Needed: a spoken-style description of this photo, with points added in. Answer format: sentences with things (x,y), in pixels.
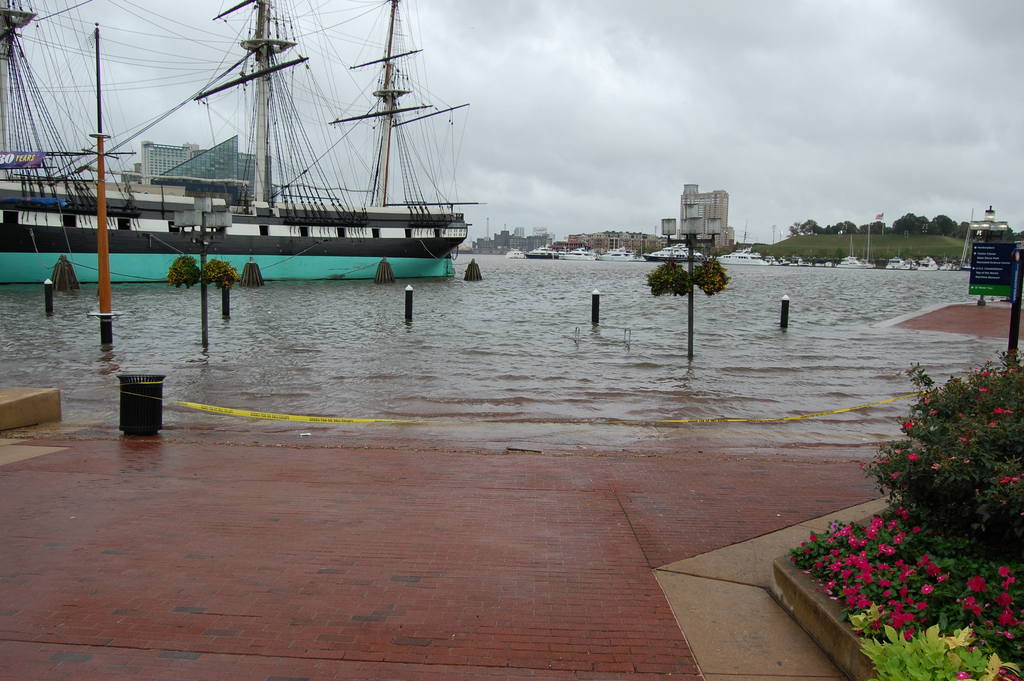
In the foreground of the picture (325,261) I can see a sail ship (89,186) in the water (907,285). In the background (640,255), I can see the boats (869,252) and ships (869,252) in the water (885,302). I can see the flowering plants (975,506) on the bottom right side (898,562). In the background (719,212), I can see the buildings (993,223) and trees (956,223). There are clouds (698,113) in the sky (771,102).
